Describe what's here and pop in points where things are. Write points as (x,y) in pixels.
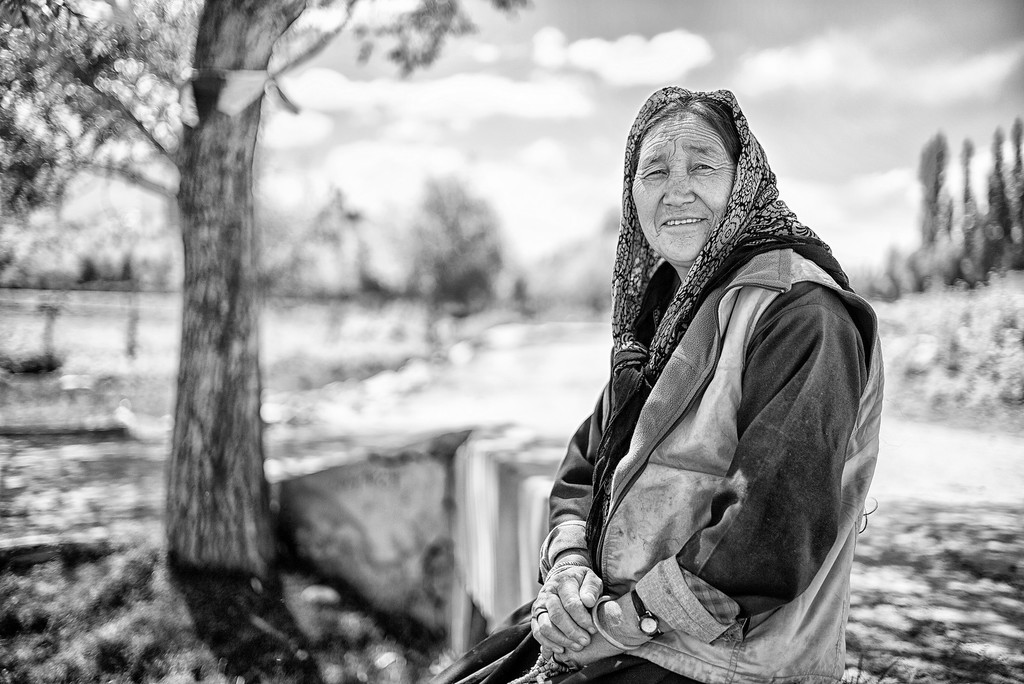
This is a black and white image. In the center of the image (659,292) we can see woman (697,534) sitting. On the left side of the image (223,446) we can see tree (195,305). In the background (136,245) we can see trees (972,211), plants (975,308), sky (672,74) and clouds (464,76).
